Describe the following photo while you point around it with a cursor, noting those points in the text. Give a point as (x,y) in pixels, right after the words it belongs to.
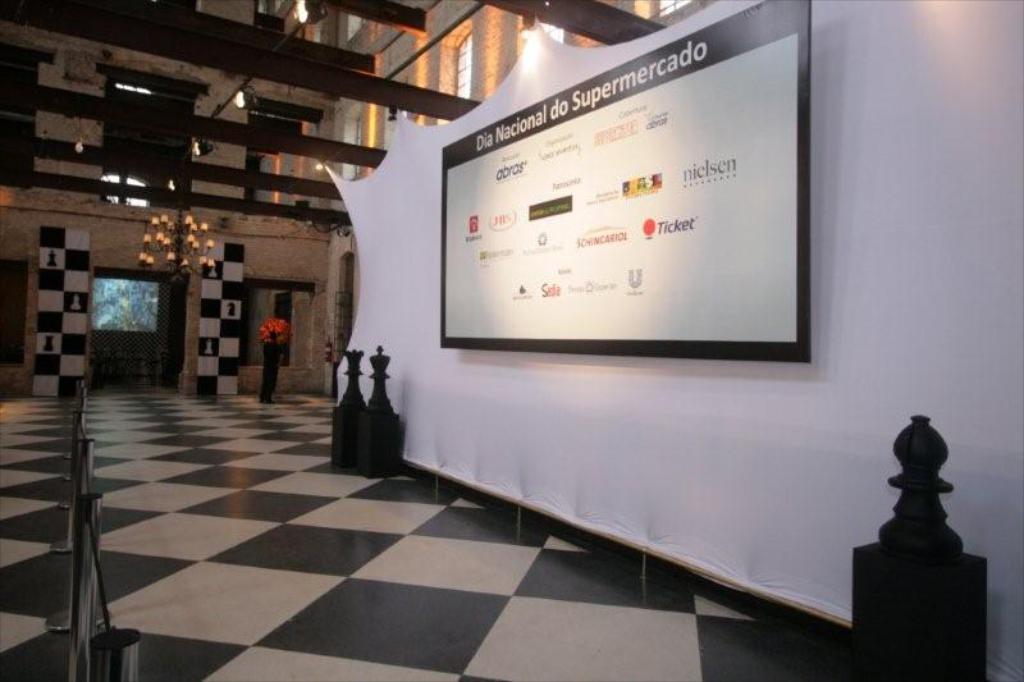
In this image I can see the floor (250,592) which is cream and black in color. I can see few poles (136,673), few black colored object (349,430) on the ground (317,393), a huge white colored cloth (847,491), a banner (740,154) which is black and white in color, few wooden logs (265,58), few windows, the wall (462,41) and few flowers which are orange in color.
